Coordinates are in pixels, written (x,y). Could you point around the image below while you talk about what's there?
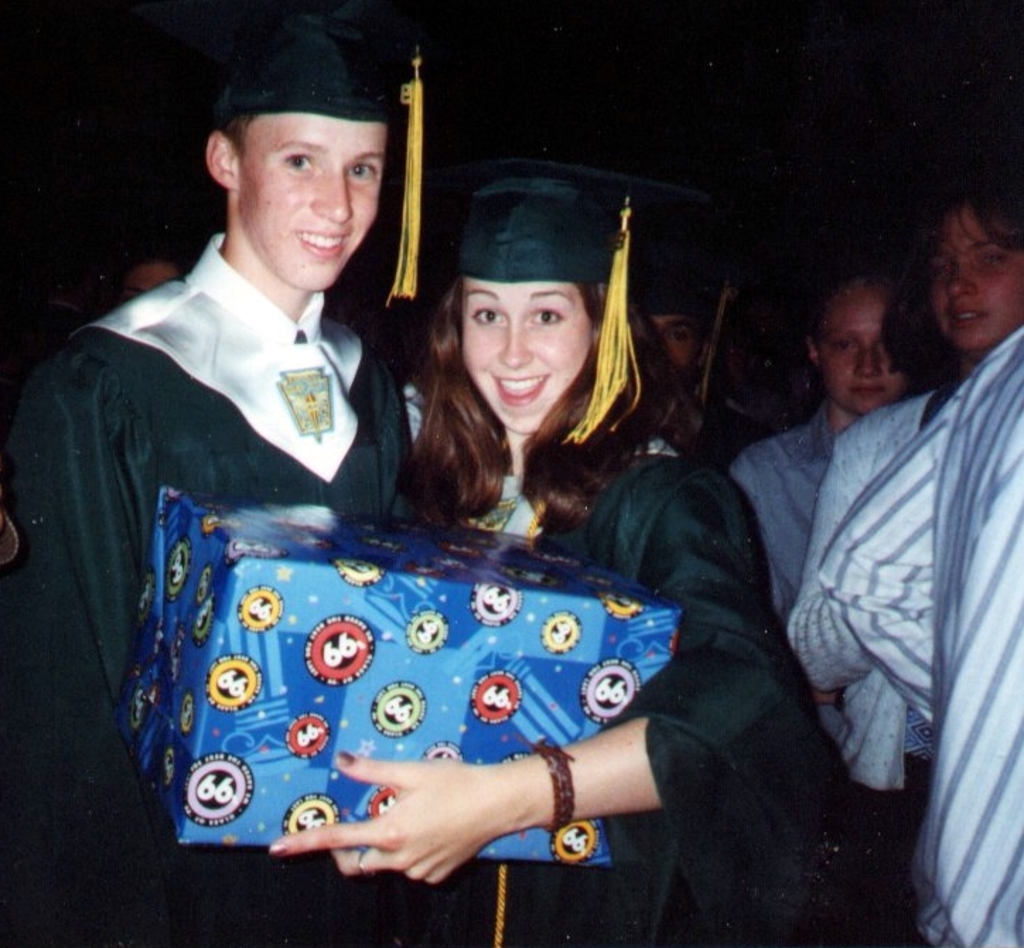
In this image we can see a few people (466,458), among them one person (590,396) is holding an object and the background (366,278) it is blurred.
